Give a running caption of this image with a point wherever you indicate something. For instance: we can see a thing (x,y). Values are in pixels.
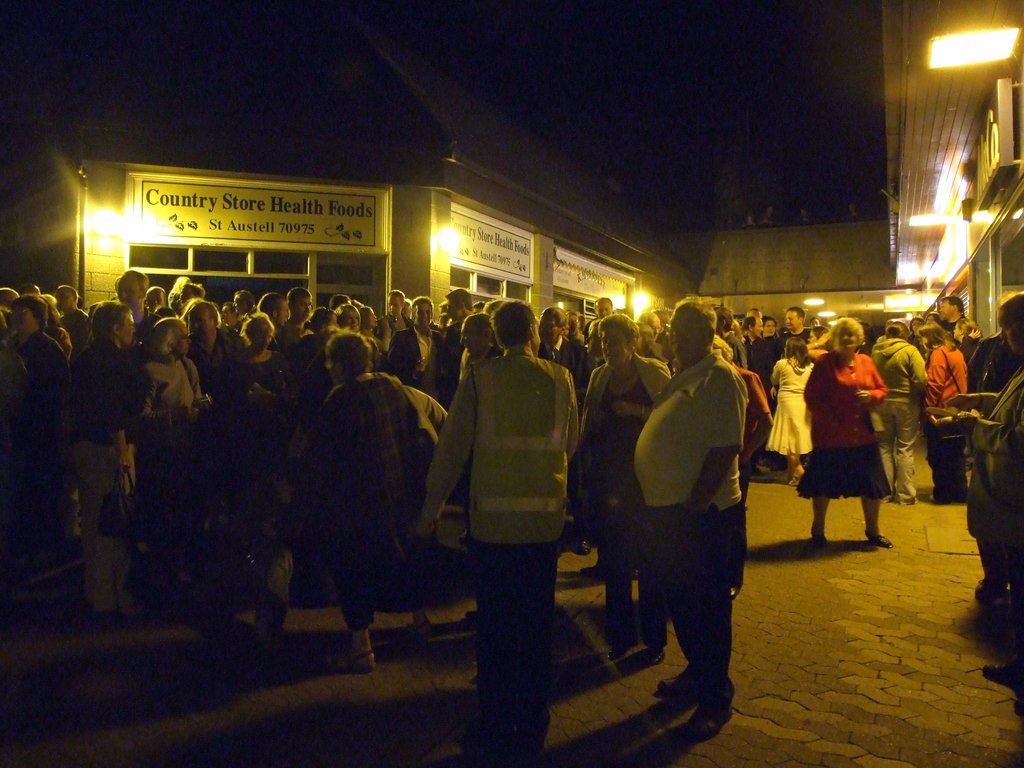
In this picture I can see few houses (1005,227) and I can see boards (512,248) with some text (244,232) and few lights (953,225) on the ceiling (838,306) and I can see many people (515,476) standing.
